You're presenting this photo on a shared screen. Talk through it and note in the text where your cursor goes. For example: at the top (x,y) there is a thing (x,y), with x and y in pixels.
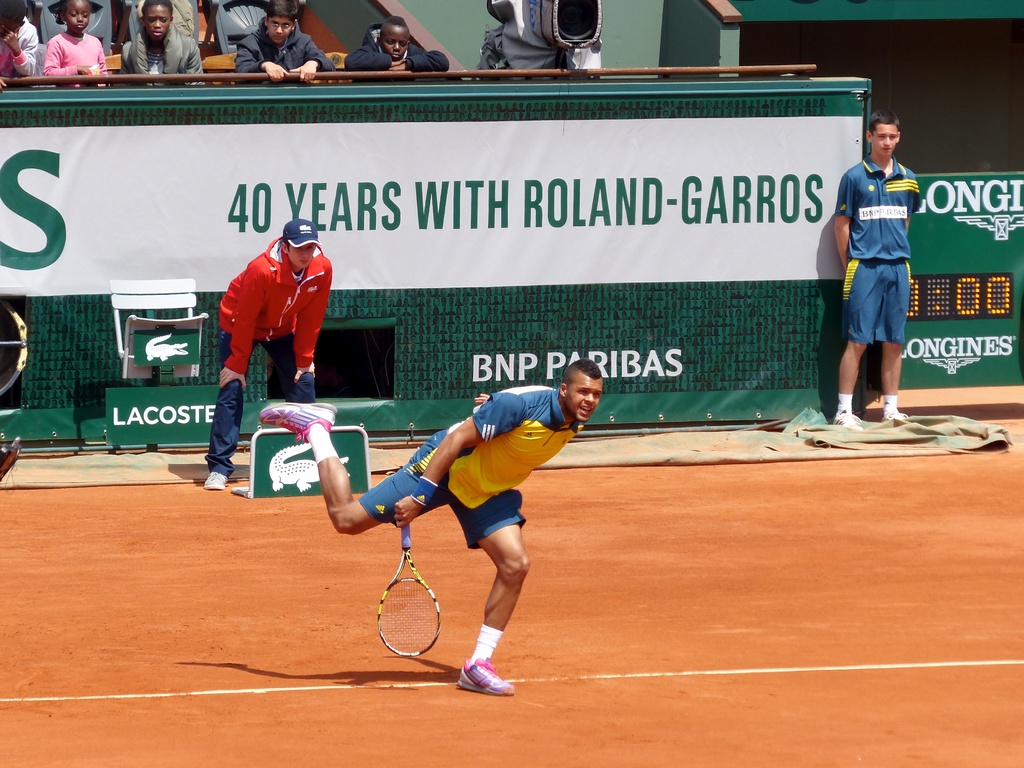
This Image is clicked in ground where in the top (22,51) there are person (439,57) sitting and watching the match there is a person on the right side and there is a person (217,404) in the middle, there is a person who is playing tennis. He is holding a racket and there is a board (424,221) in the middle of the image (466,375).
